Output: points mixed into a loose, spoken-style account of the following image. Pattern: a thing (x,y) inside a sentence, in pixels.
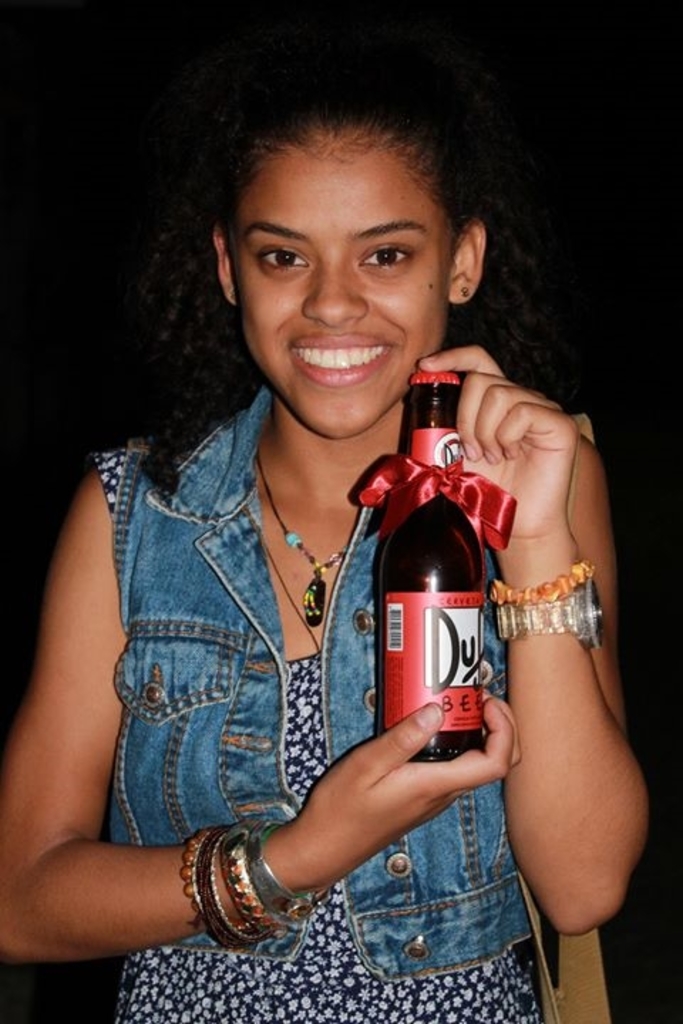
In this picture there is a woman (579,676) holding a bottle (430,578), she is wearing a jeans jacket (284,732). The background (53,2) is dark.
